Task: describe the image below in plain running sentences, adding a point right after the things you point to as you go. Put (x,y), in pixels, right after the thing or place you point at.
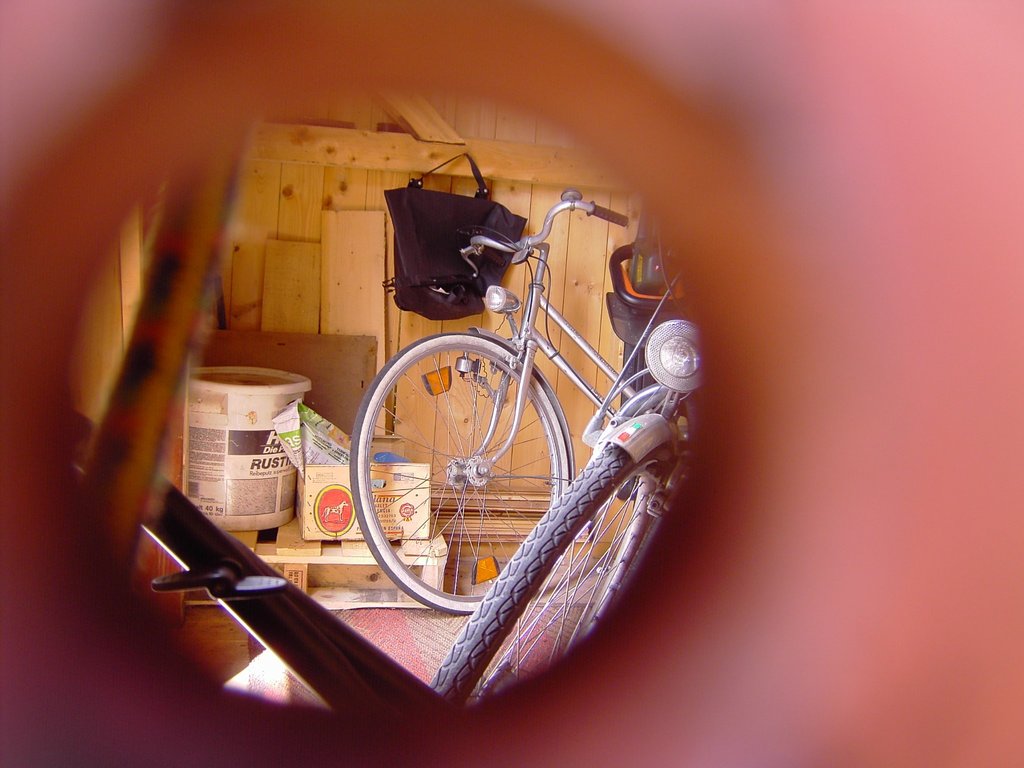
Here there is bicycle (548,445), box (343,496), container (269,452), bag (435,267), wooden object (500,507) is present.
